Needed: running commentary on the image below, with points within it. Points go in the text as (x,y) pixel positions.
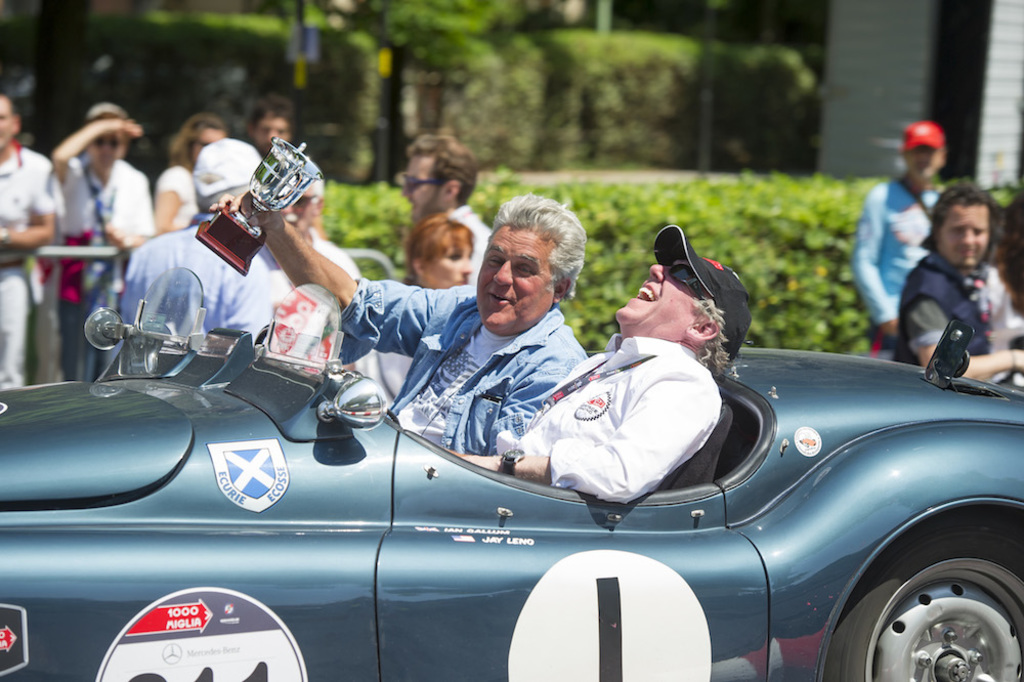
These persons (893,246) are standing. These two persons (480,353) sitting in the vehicle (470,474). On the background (646,83) we can see plants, tree (433,30). This person (539,196) holding trophy (262,231).
